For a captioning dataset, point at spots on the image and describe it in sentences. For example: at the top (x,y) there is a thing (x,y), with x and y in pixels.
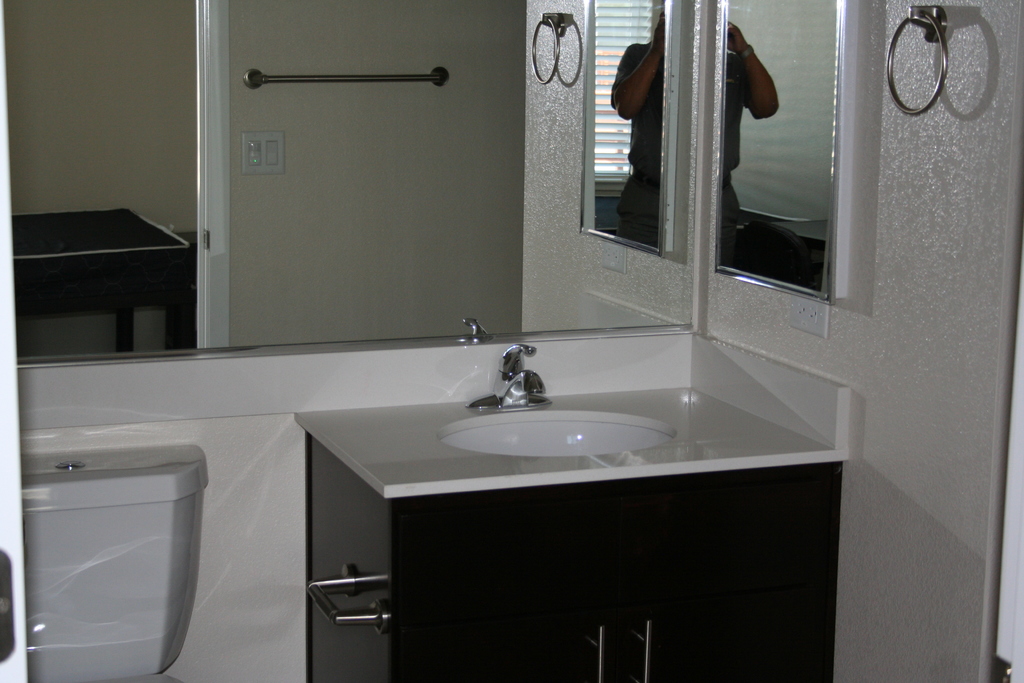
In this picture we can see a bathroom vanity (499,472). On the left side of the bathroom vanity (357,546), there is a flush tank (94,544). Behind the flush tank (96,498) there is a mirror (327,200) and on the mirror (242,188) we can see the reflection (276,200) of another mirror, a person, handle (365,82), an object (257,138) and the walls (234,108).
